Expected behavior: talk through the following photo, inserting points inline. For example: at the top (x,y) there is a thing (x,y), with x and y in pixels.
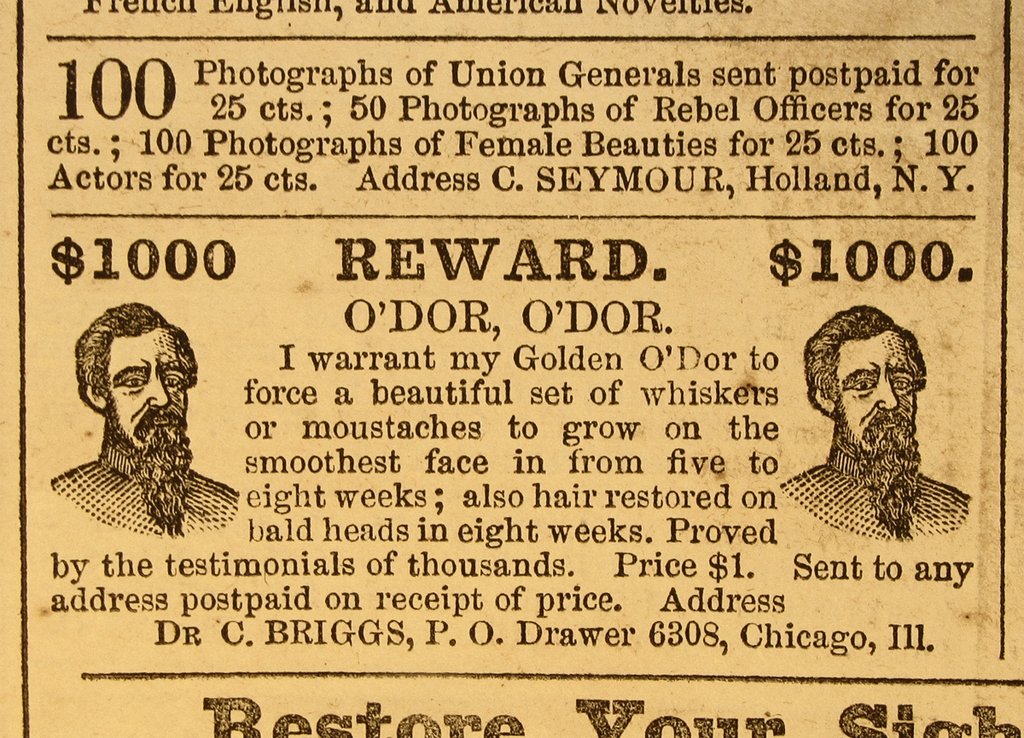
In this picture there is a yellow color magazine paper (239,676) on which some quote (366,506) is written.
